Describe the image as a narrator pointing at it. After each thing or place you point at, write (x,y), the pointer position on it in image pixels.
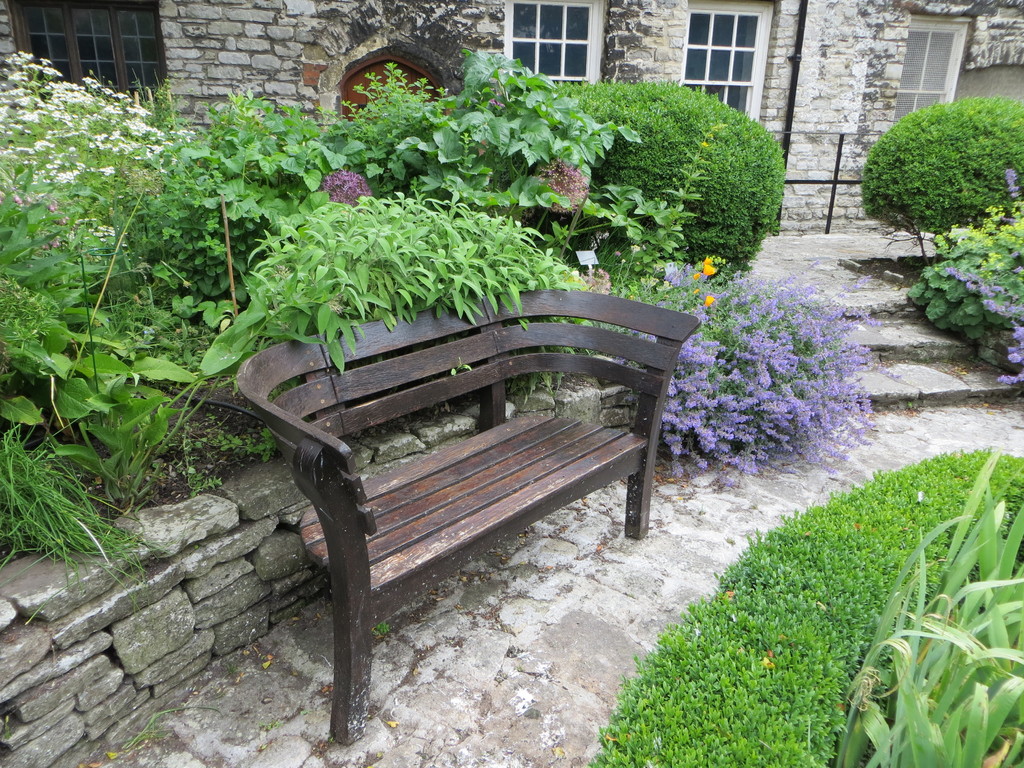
In this image there is a bench (439,495) here. On the ground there are plants (788,420). In the background (487,2) there is a building (912,108). These are the stairs (923,353).
